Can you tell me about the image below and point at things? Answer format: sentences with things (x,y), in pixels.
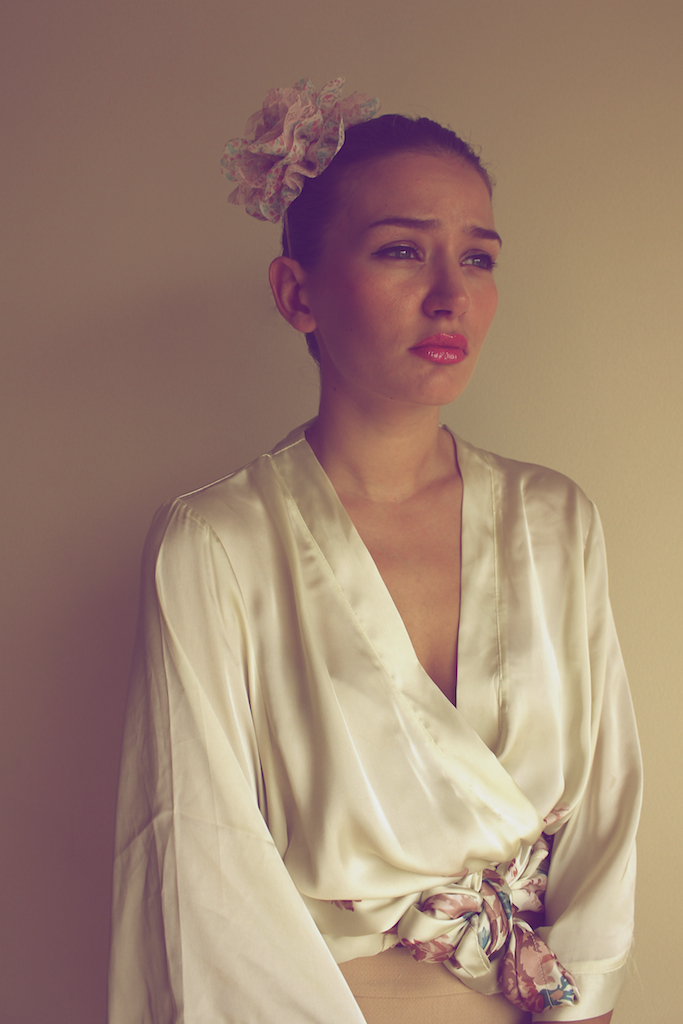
In this image we see a woman (416,611) standing and there is a white color background (14,73).
